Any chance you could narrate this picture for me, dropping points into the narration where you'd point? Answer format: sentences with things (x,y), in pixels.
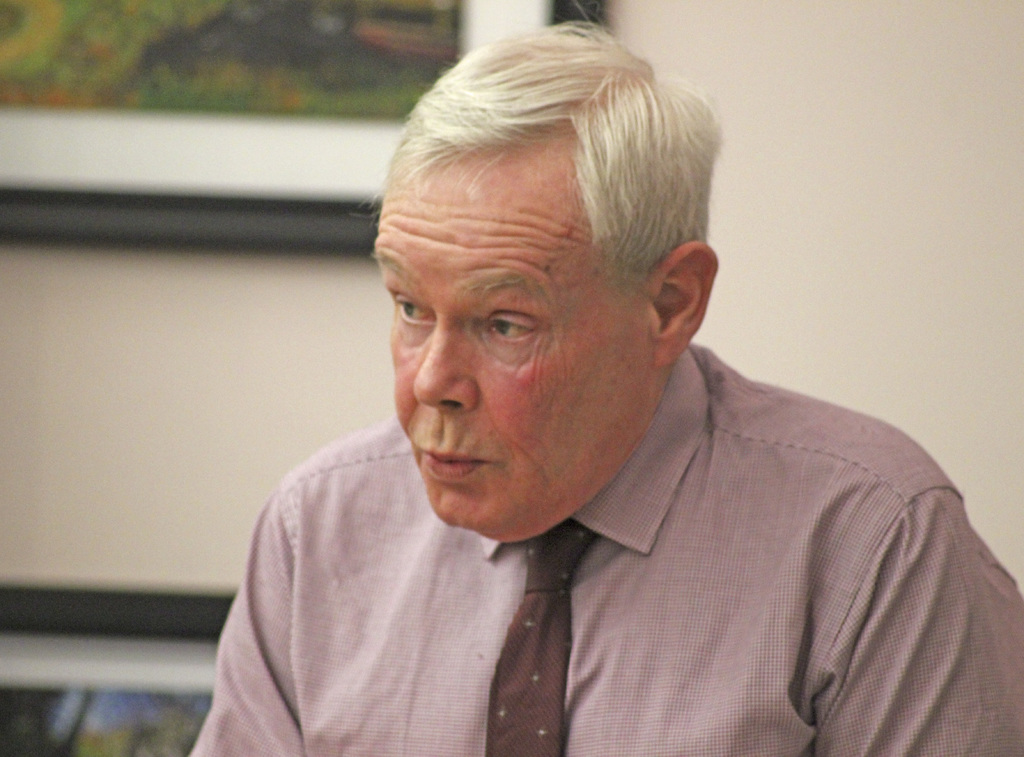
In this image in the front (618,464) there is a man (466,511) wearing a tie (548,640) and a shirt (744,619). In the background (249,254) there are frames (244,191) on the wall (211,482).
